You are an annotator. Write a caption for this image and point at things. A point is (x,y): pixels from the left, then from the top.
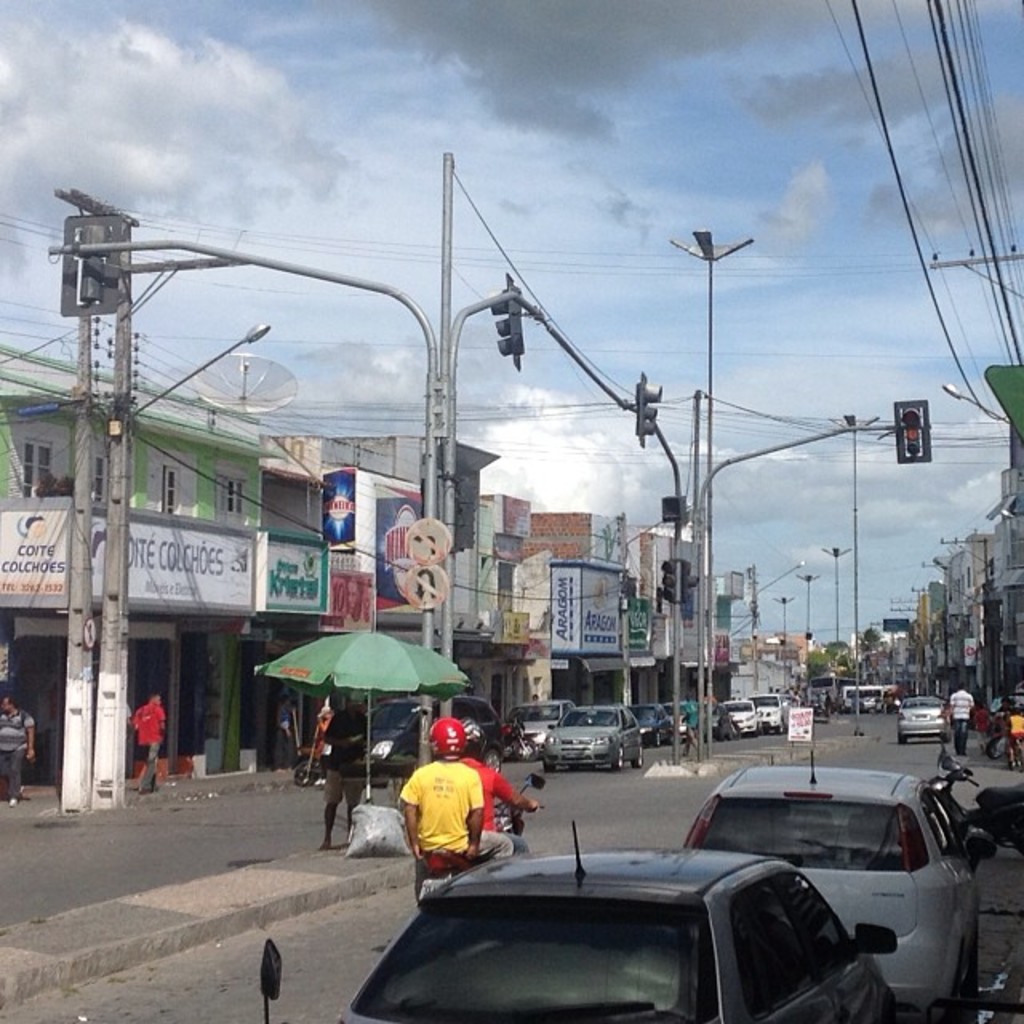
There are two people (421,806) sitting on bike (508,827) and wore helmets (460,732) and we can see cars (755,788) and umbrella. We can see traffic signals (918,446), lights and boards (1008,408) on poles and we can see wires (967,134). In the background (1004,663) we can see buildings (1004,663), vehicles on the road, people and sky (602,326).
